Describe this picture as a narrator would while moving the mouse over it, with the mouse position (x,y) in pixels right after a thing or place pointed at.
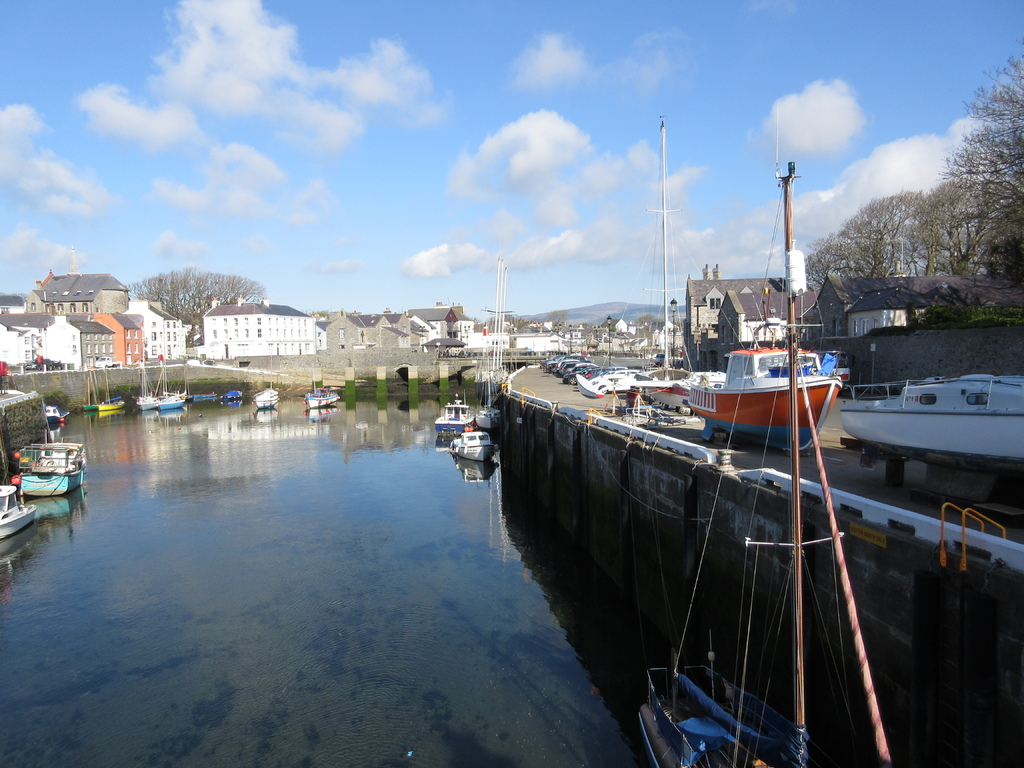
There are boats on the water (371,594). Here we can see vehicles (551,357), trees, poles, and houses (463,325). In the background (455,213) there is sky (508,199) with clouds (898,162).
